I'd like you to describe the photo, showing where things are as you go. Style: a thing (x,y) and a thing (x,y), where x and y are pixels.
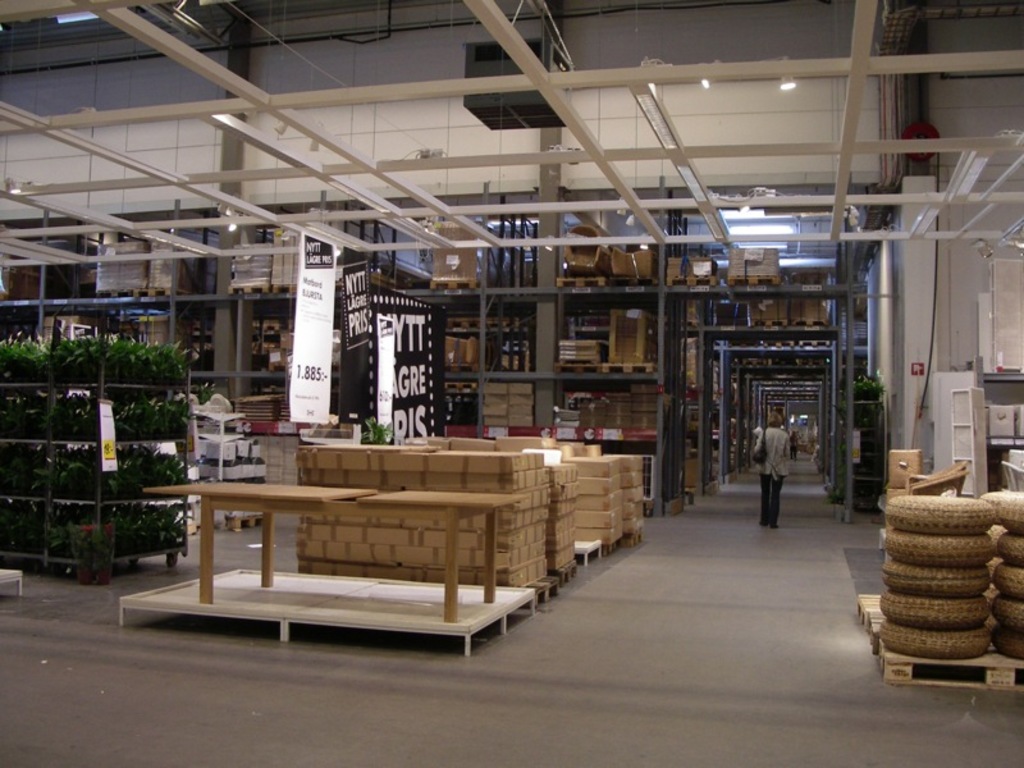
In this picture there are plants (158,343) in a rack (48,520) on the left side of the image (172,400) and there are boxes (555,484) in the center of the image (633,491), there are other boxes (771,319) in the background area of the image (615,268).
